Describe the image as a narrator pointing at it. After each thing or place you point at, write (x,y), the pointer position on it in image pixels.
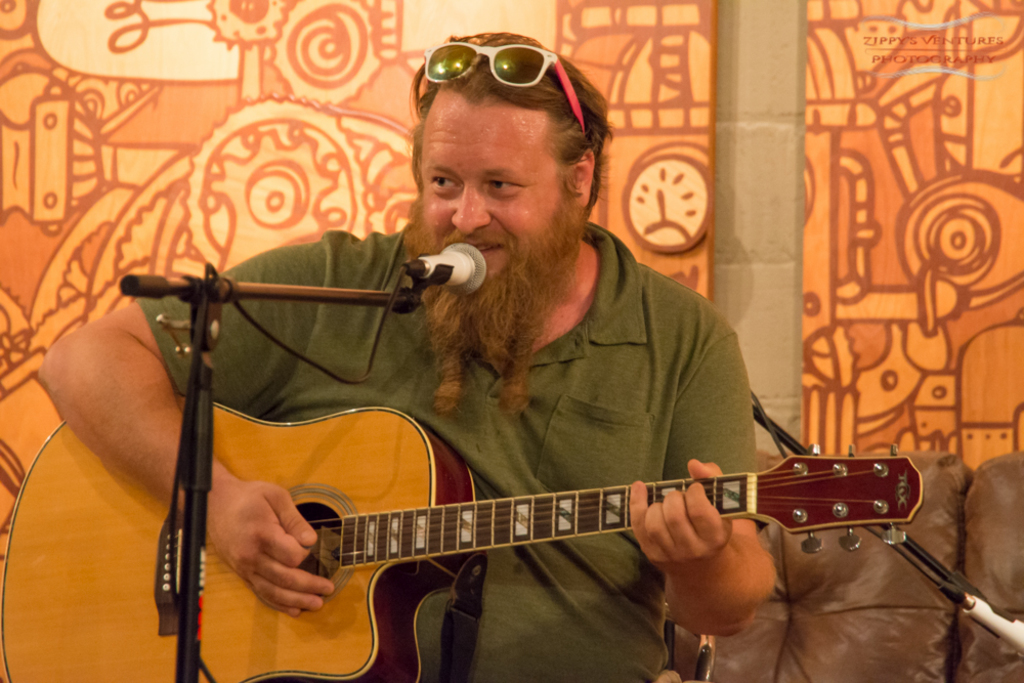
There is a man (584,390) sitting. He is wearing a green color t-shirt (607,355). In front of him there is a mic (451,264). He playing a guitar (363,494).
